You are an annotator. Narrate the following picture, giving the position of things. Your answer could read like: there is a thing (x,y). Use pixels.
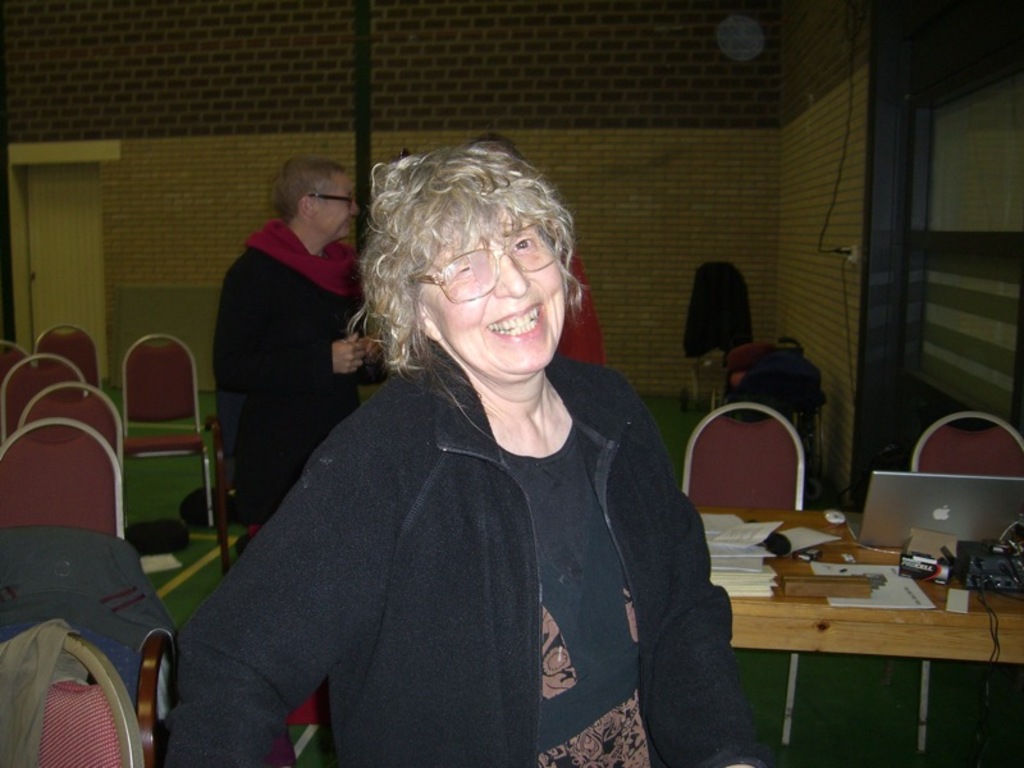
This picture shows a woman (581,743) standing with a smile (518,316) on her face (468,296) and we see a man (238,368) standing back of her. we see few chairs (64,432) and a laptop (885,477) on the table (945,640).
